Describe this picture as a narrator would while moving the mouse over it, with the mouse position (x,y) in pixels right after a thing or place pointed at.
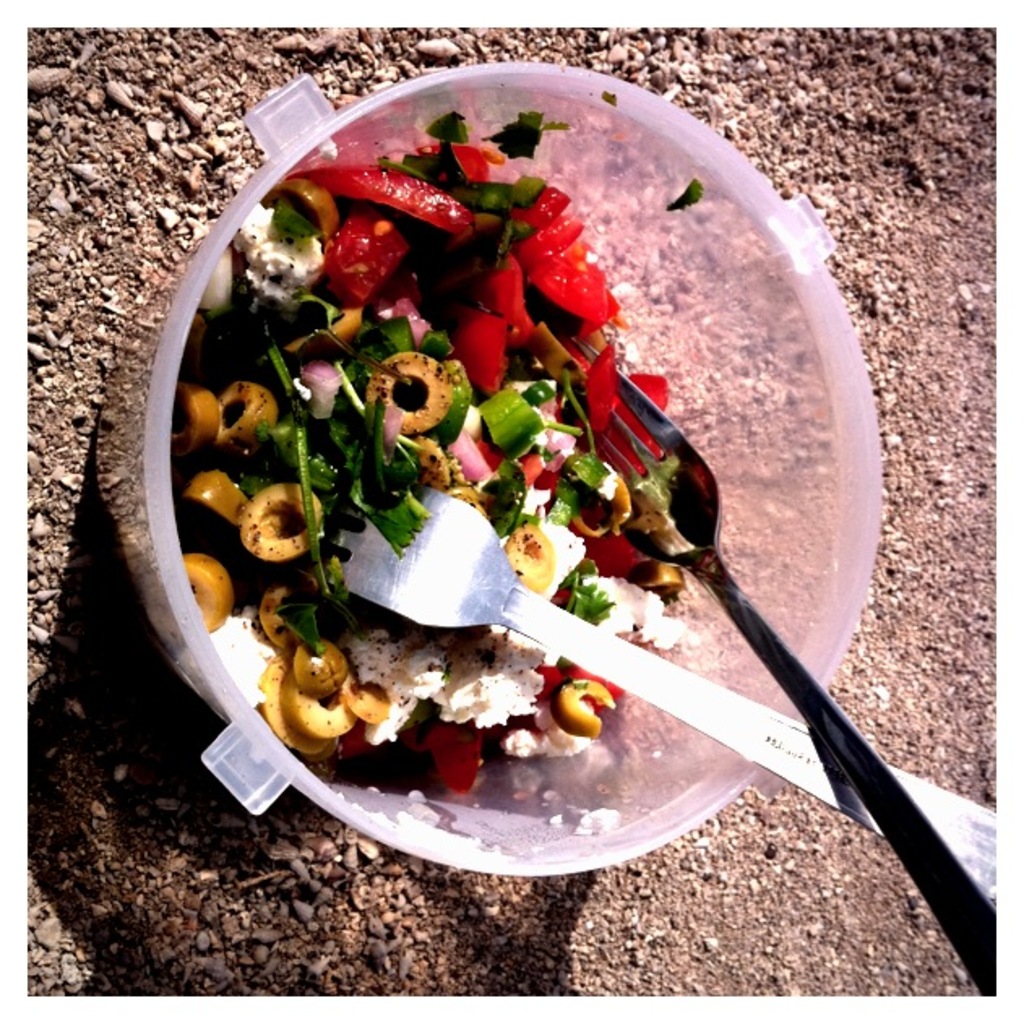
In this picture we can see a bowl (709,158) and stones (902,250) on the ground (70,543). In this bowl (727,503) we can see food (486,499) and forks (679,499).
